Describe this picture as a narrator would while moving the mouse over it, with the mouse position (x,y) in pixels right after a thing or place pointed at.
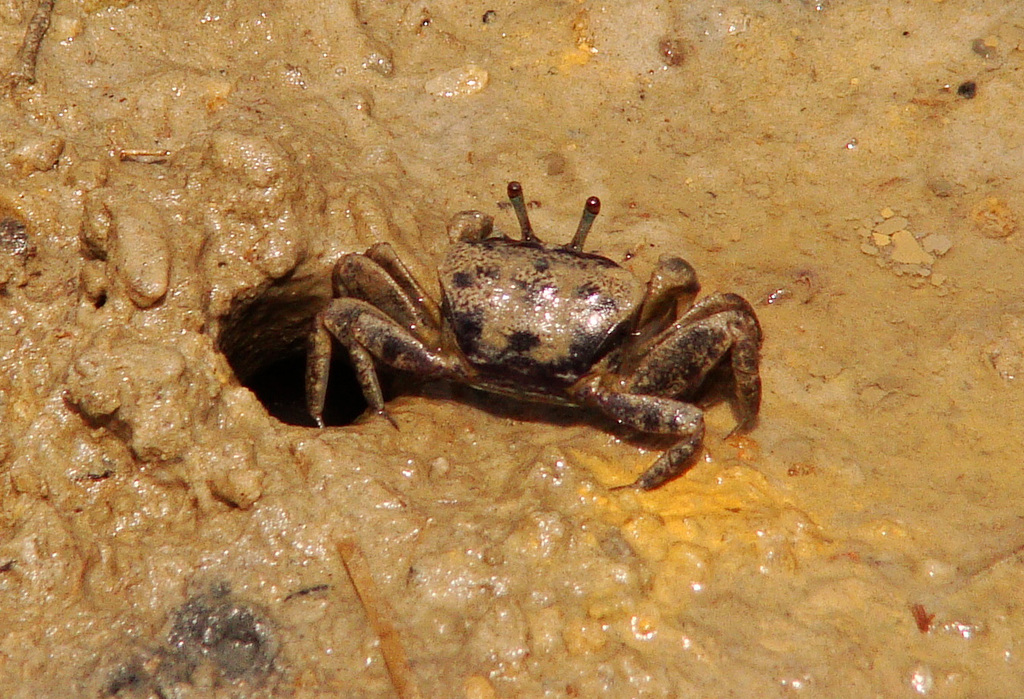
Here we can see a crab (441,311) on the mud (538,446).
